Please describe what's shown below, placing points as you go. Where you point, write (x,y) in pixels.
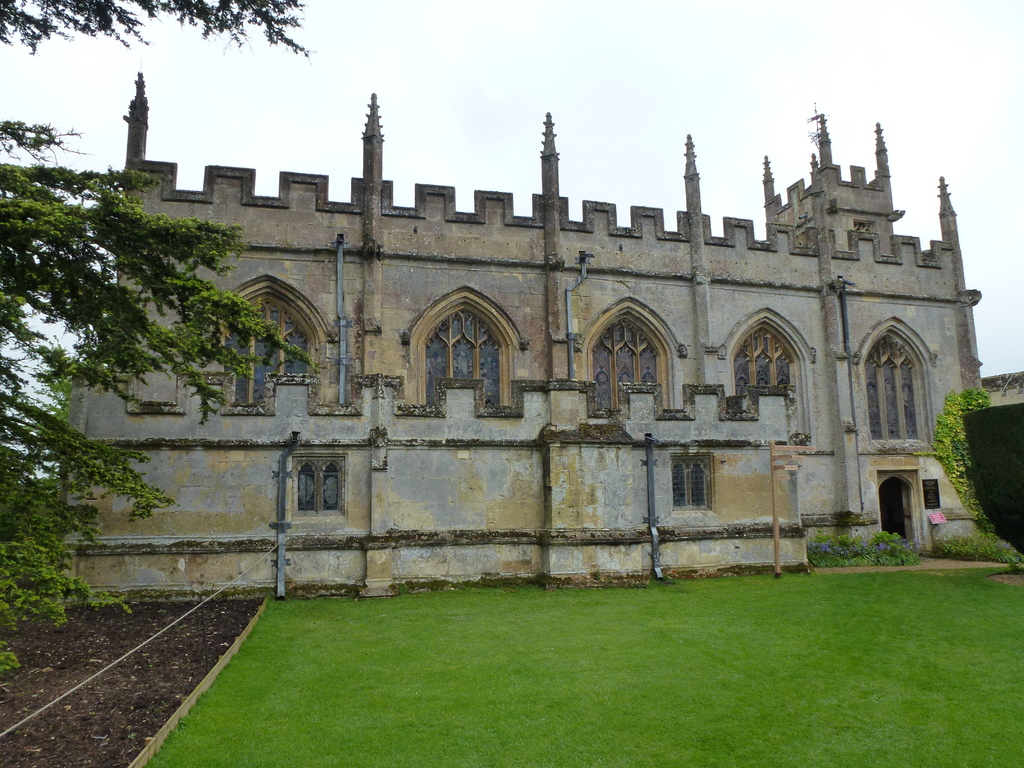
This picture shows a building (120,564) and we see grass (435,640) on the ground (751,622) and couple of trees (65,412) and we see plants (960,551) and a cloudy sky (534,130).
